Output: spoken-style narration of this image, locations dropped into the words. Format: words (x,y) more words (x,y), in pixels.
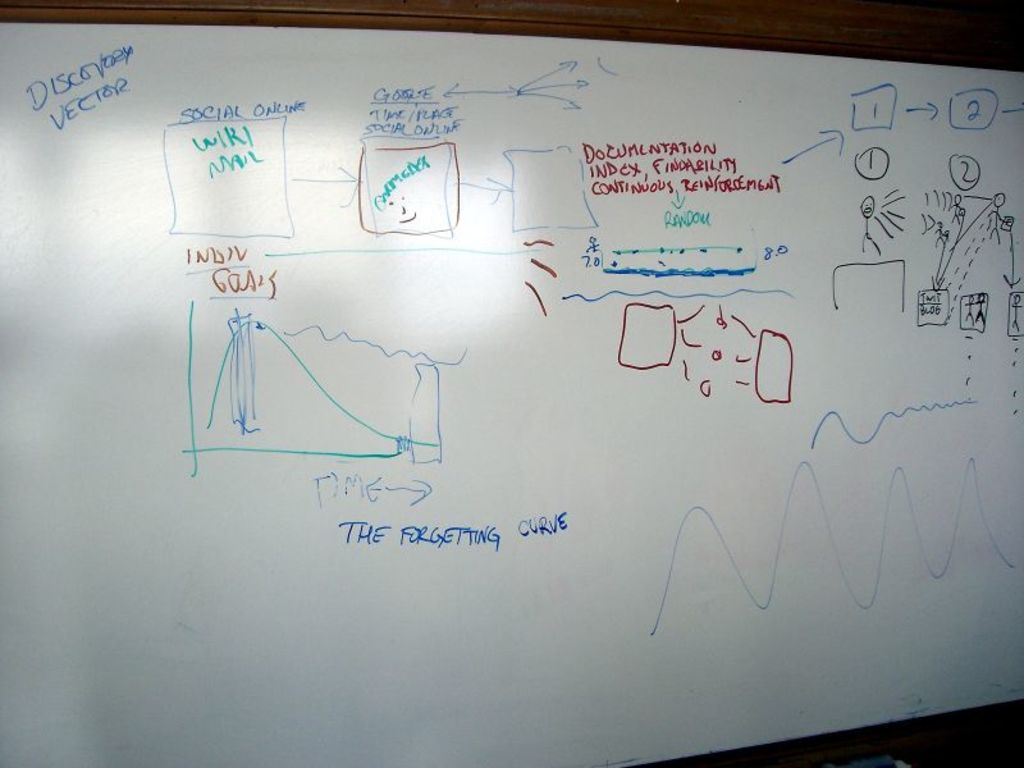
In the center of the image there is a wooden wall (621,13). On the wall (584,2), we can see one white board (254,430). On the board (301,484), we can see some numbers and some text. At the bottom right side of the image (842,767), we can see some object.
